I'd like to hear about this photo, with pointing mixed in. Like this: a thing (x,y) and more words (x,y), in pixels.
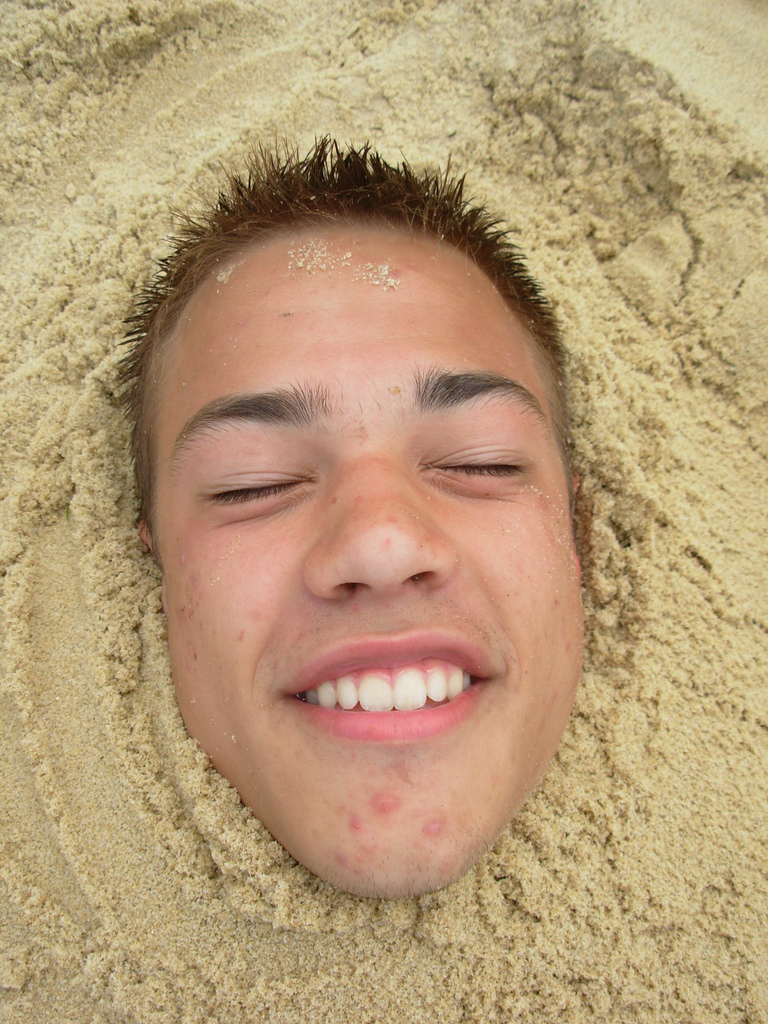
In this image there is a person body (279,329) which is covered with the sand (399,68). Face (449,525) of him is visible.
